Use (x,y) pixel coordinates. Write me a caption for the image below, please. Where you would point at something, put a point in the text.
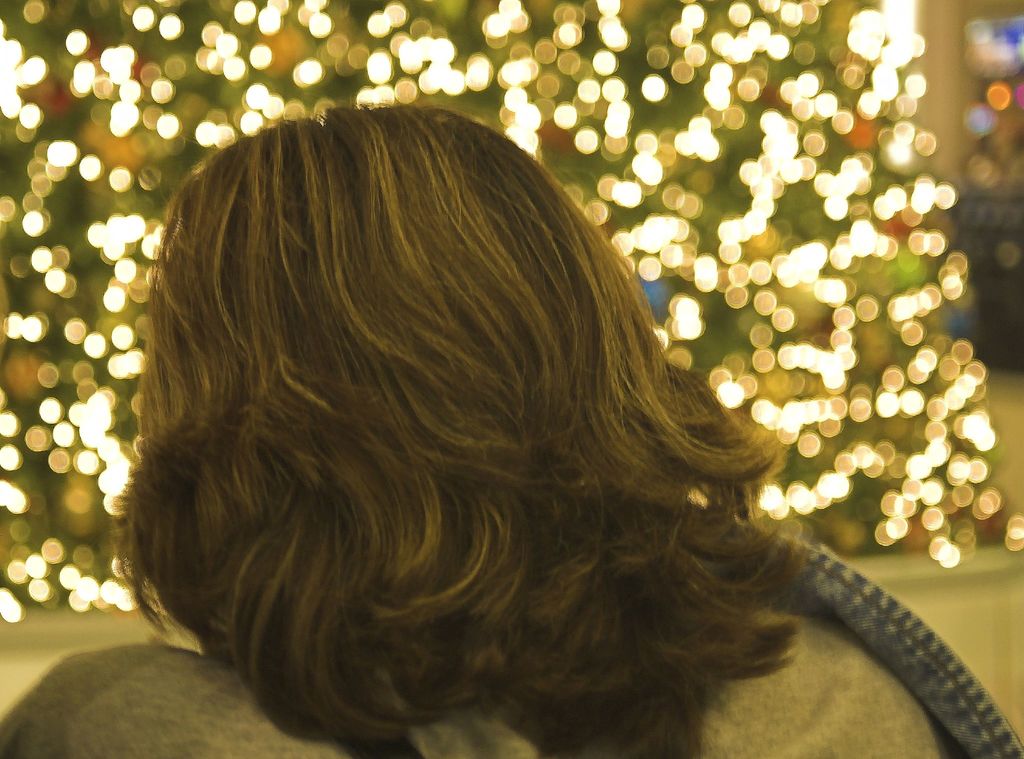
In this image I see the hair (382,273) of a person (411,366) over here and in the background (844,112) I see the lights (252,90).
